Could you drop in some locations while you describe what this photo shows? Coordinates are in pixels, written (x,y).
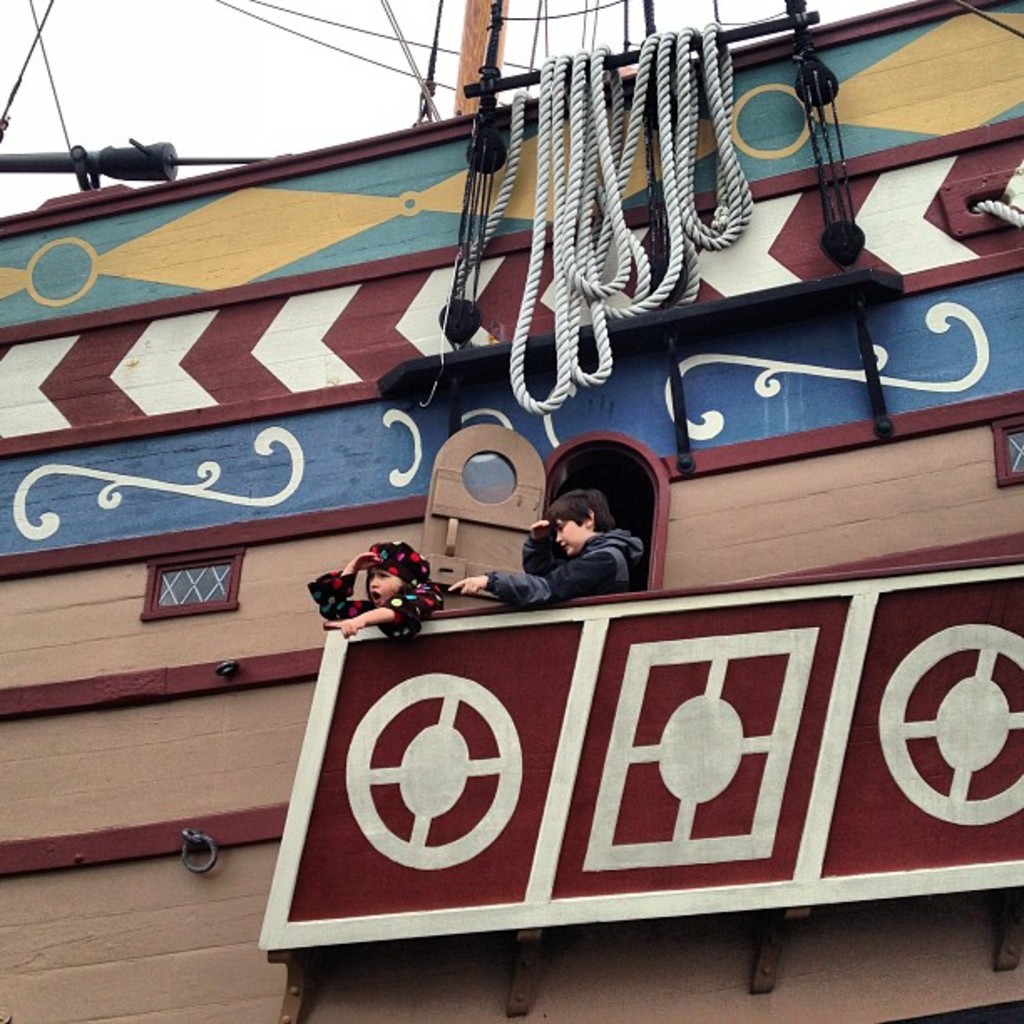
In the center of the image (345,632) we can see two people (463,593) are standing inside the ship (505,543). In the background of the image (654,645) we can see the painting (644,659) on the ship (524,616). At the top of the image (319,105) we can see the sky (278,84), ropes (672,135) and pole (466,70).
